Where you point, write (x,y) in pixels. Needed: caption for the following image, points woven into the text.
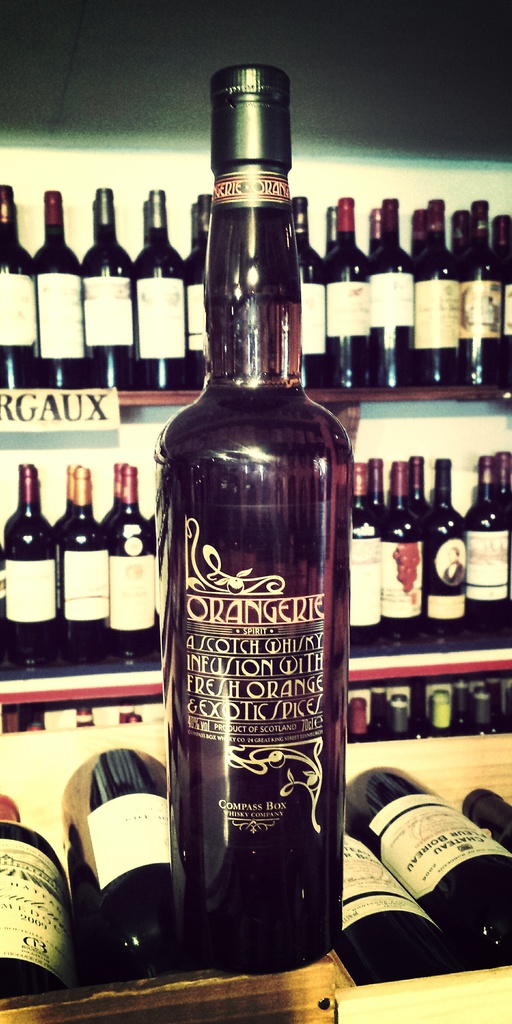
In this picture we can observe whisky bottle (221,558) placed on the box (345,988). We can observe some wine bottles (74,652) placed in the racks (143,668). In the background (119,57) there is a wall (206,114).
